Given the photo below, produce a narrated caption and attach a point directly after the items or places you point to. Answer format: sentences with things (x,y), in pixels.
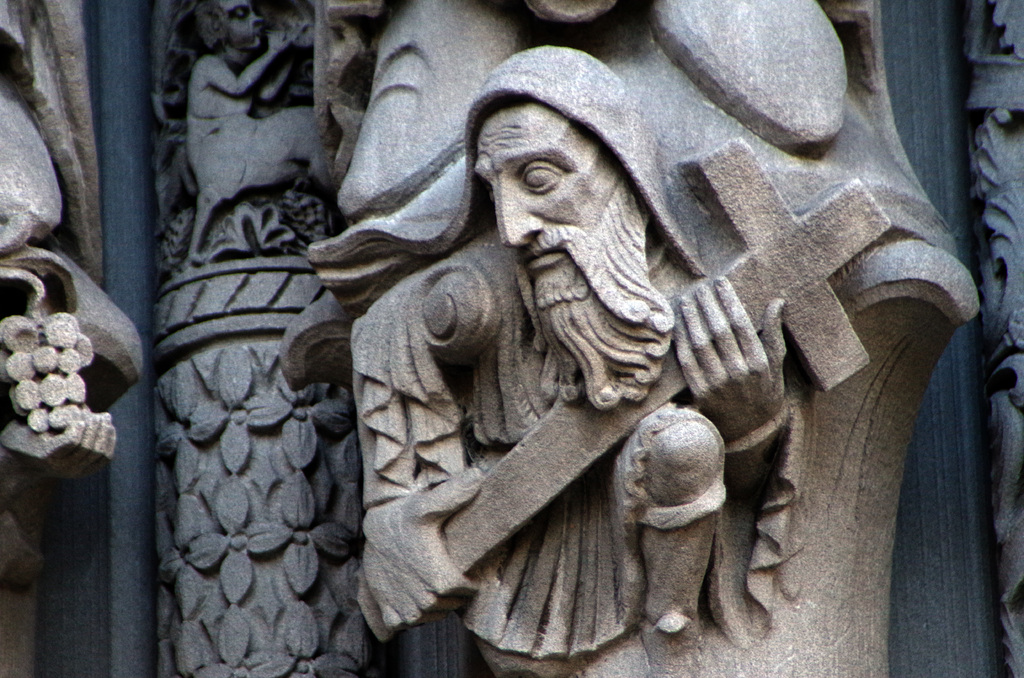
In this image I see the sculptures (569,200) which are made of stone (615,359).
